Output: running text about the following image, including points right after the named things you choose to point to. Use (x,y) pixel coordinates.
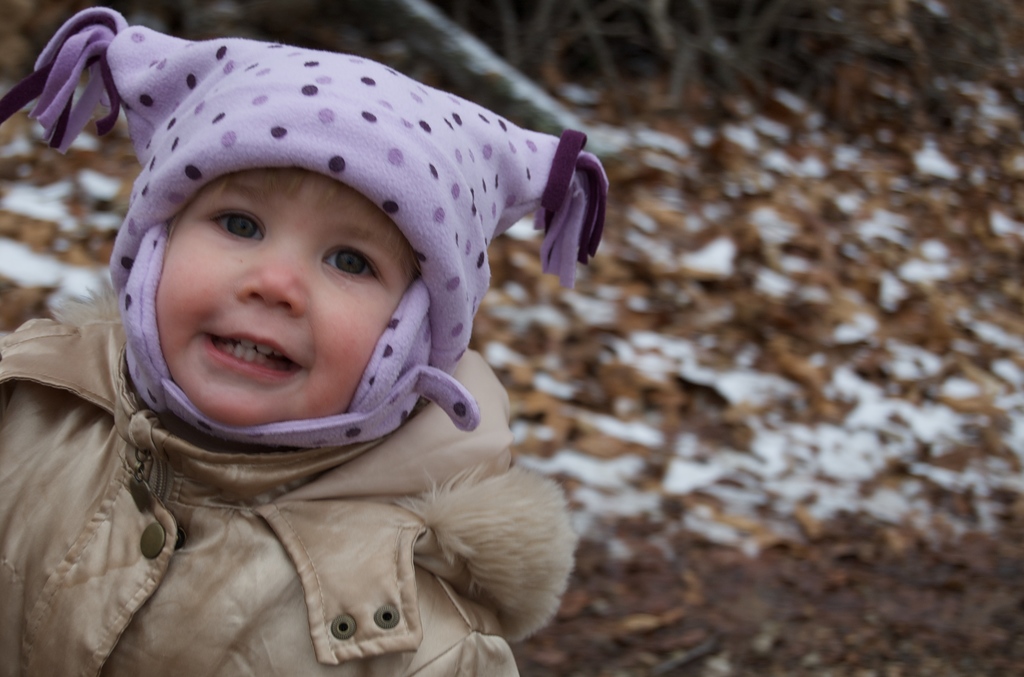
In this image, we can see a kid (219,602) wearing clothes (219,602) and cap (450,152). In the background (685,365), image is blurred.
